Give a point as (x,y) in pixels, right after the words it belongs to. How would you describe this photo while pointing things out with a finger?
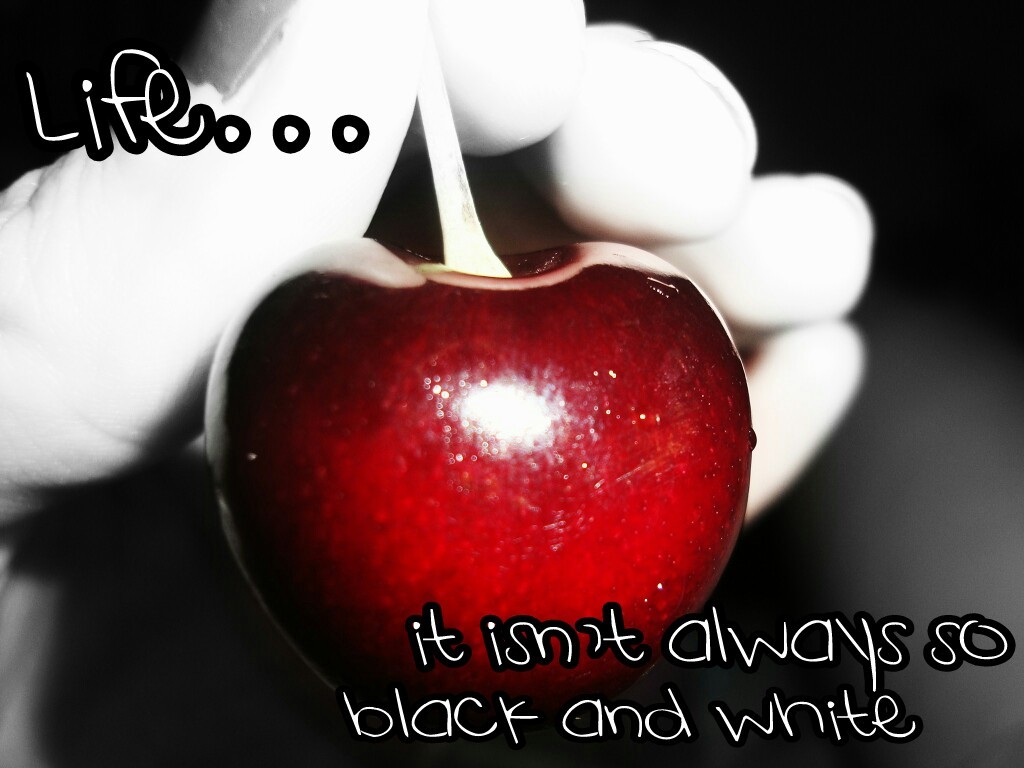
In the picture we can see a cherry (376,445), there are some words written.
